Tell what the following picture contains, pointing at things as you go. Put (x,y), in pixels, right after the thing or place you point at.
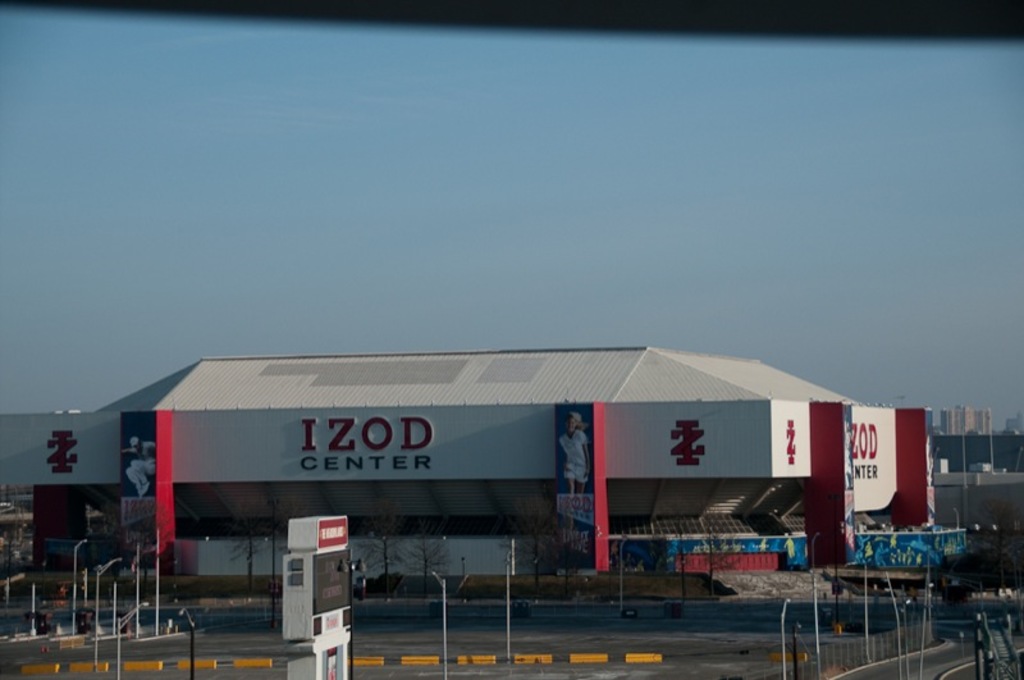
This image consists of a building (633,485). At the bottom (870,673), there is a road (185,642). In the front (159,632), there are many poles (6,605). At the top (380,126), there is sky (380,144). In the background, we can see the skyscrapers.
